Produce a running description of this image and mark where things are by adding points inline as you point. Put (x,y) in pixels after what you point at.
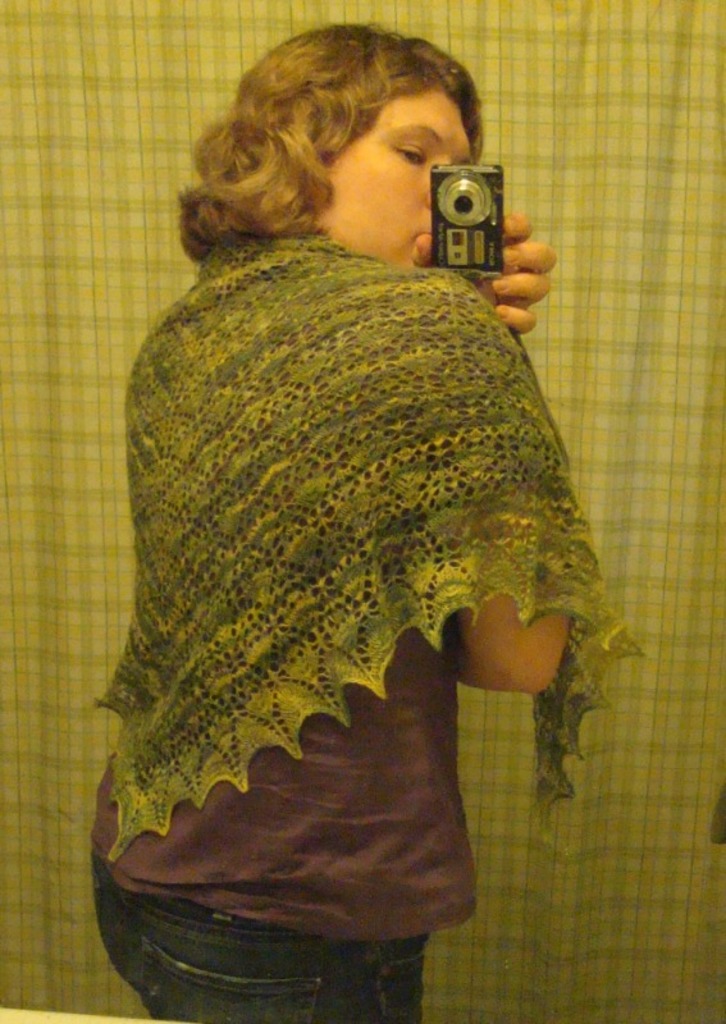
In this image we can see a lady (293,379) holding a camera (471,204) and taking a picture, also we can see the cloth (670,723).
